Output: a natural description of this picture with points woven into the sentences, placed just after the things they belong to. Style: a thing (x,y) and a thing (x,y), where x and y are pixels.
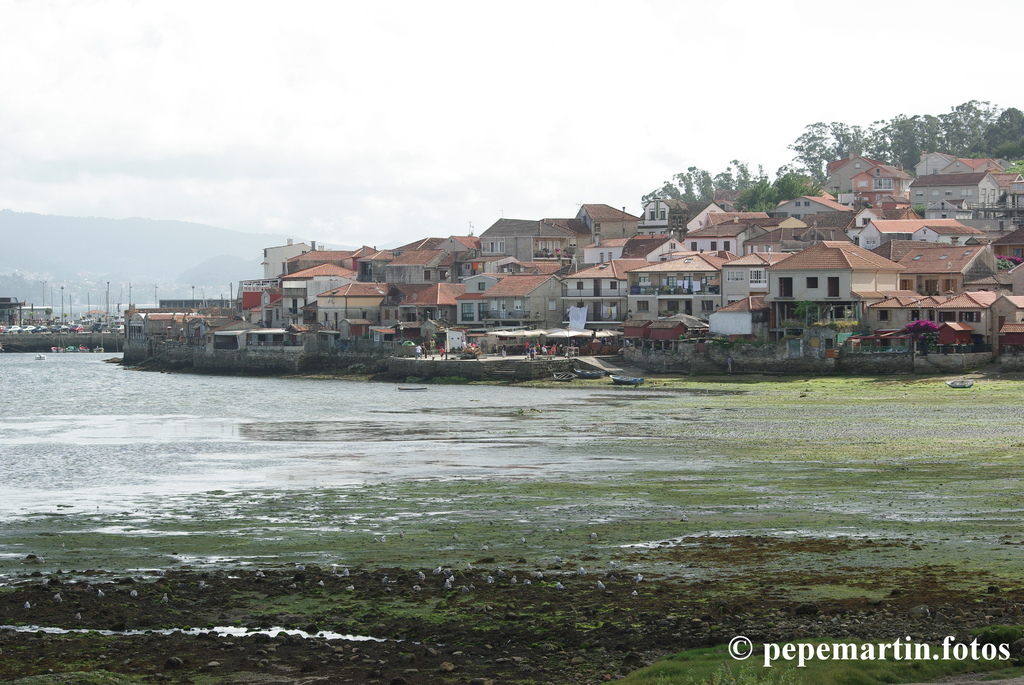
In this picture I can see the water (349,435) and I can see algae (575,491). I can also see few white color things (449,577) in front (579,571). In the background (254,282) I can see number of buildings (399,264), few trees (789,194) and the sky (394,207). On the bottom right corner of this picture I can see the watermark (839,654).
